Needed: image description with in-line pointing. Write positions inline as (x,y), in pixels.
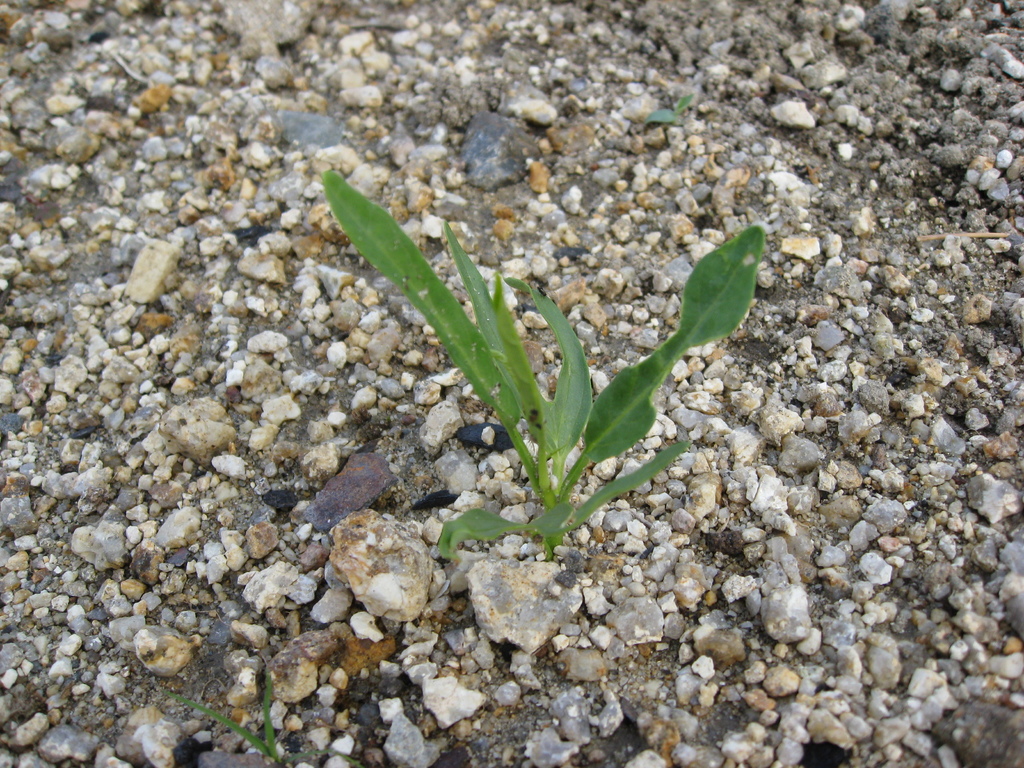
In this image, we can see some stones (509,557). There is a plant (596,504) in the middle of the image (624,432).
